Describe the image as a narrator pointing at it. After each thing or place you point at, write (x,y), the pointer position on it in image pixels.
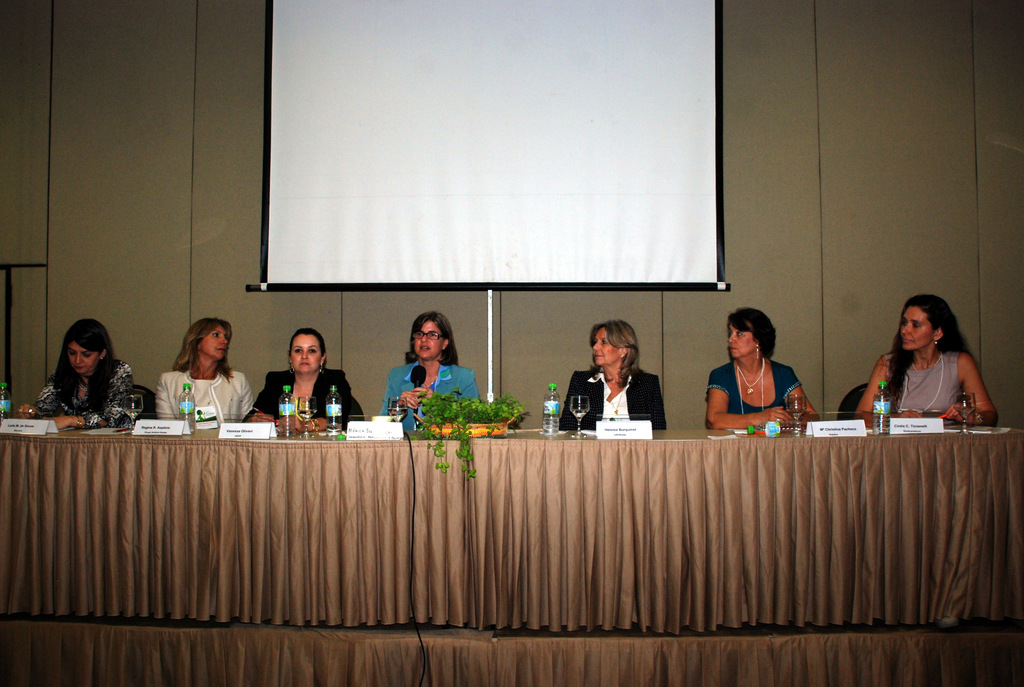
this picture shows a group of people (927,325) seated on the chair (360,411) and we see a woman (427,379) holding a microphone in her hand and speaking and we see few water bottles (187,419) and papers (812,433) on the table (301,442) and we see a curtain (476,493) hanging to the table (264,468) and a plant (439,438) and we see a projector screen (698,96) on the wall (182,174).
